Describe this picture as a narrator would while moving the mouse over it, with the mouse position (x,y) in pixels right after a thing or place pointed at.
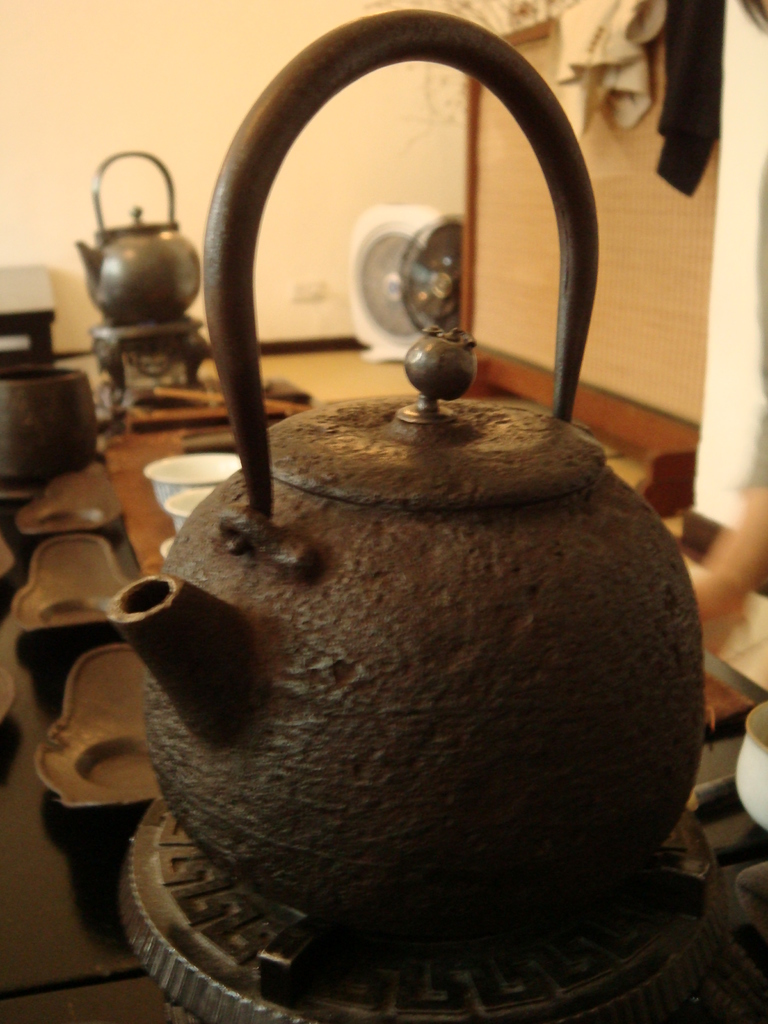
In this image I can see there is a kettle (412,650). And at the back (624,214) there is a bowl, fan (419,277), Cupboard (494,254) and clothes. And there are few objects (207,440) on the table (51,958). And at the right side (701,560), It looks like a blur.
